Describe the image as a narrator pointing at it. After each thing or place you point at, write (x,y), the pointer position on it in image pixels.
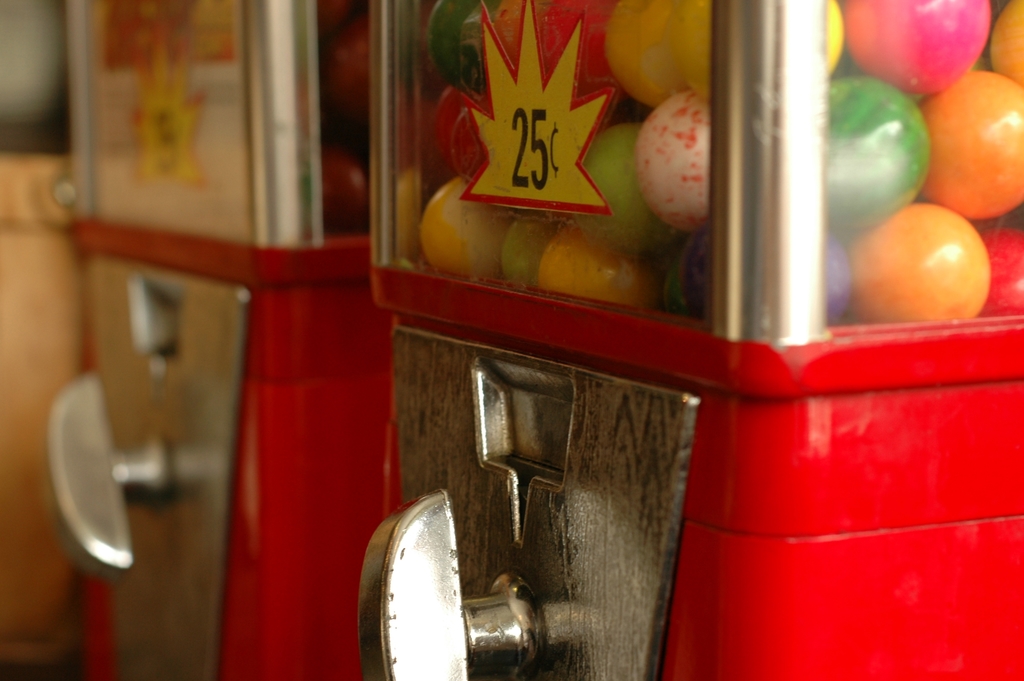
In this picture I can see the two boxes (622,437) with the red color, at the top (338,31) there are different color balls (883,195) in these glass boxes (778,232). In the middle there is a sticker (564,140) in yellow color with the number 25 (541,183) on it.
